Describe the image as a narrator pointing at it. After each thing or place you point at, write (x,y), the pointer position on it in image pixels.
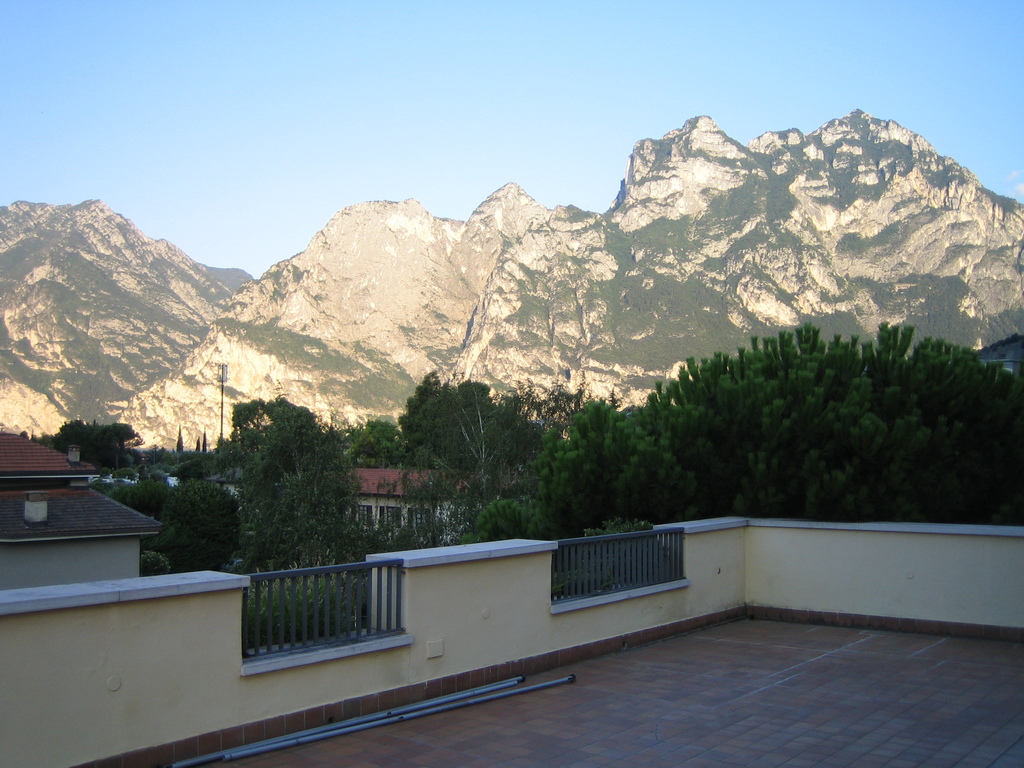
At the bottom (305,732) we can see three pipes (359,723) on the floor (735,707) and this is a fence (901,532). In the background (305,490) there are houses (106,513), windows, trees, poles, mountains (809,204) and sky (308,35).
